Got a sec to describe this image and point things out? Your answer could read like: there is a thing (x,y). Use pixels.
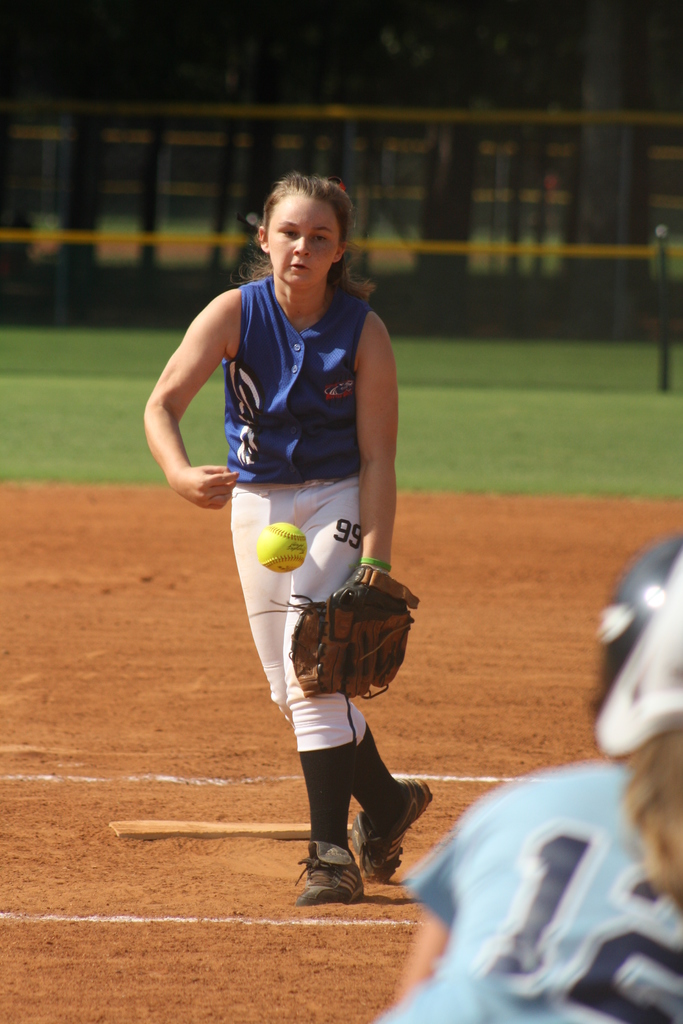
Here a woman (381,490) is playing a baseball, she wore a t-shirt (355,432) and a white color trouser (297,570).
